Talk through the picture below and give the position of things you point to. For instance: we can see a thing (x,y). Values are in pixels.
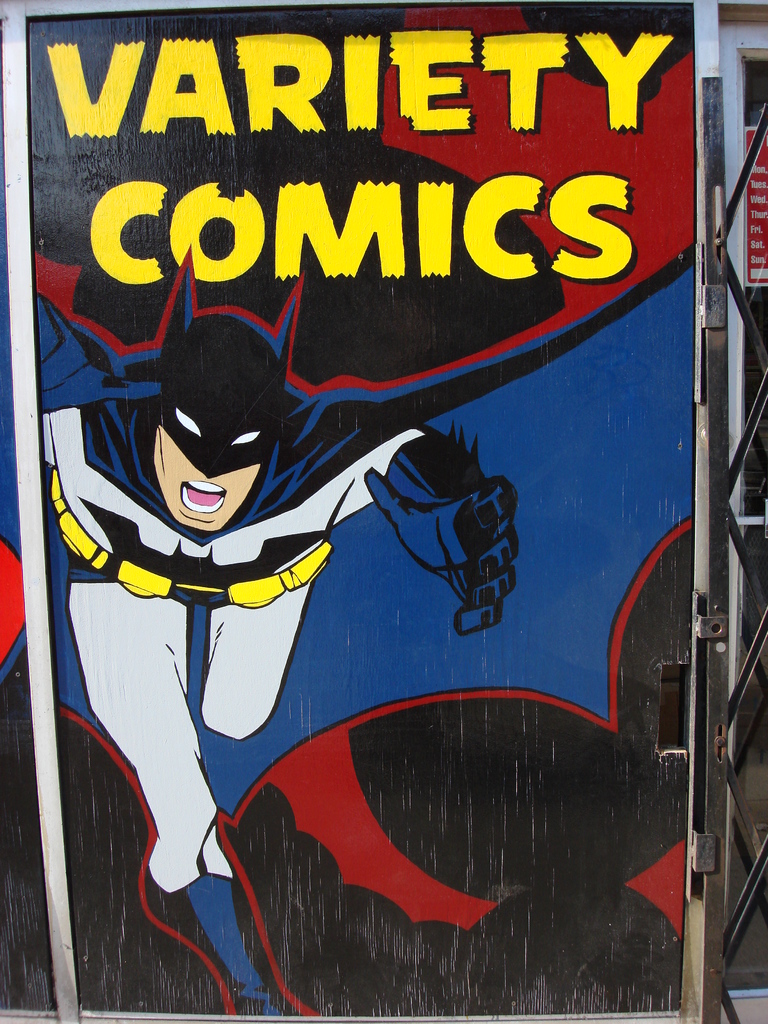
There is a poster (405,437) in the foreground (422,499), on which there is a cartoon character (220,390) and text (154,202), it seems like a metal gate (728,969) on the right side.
